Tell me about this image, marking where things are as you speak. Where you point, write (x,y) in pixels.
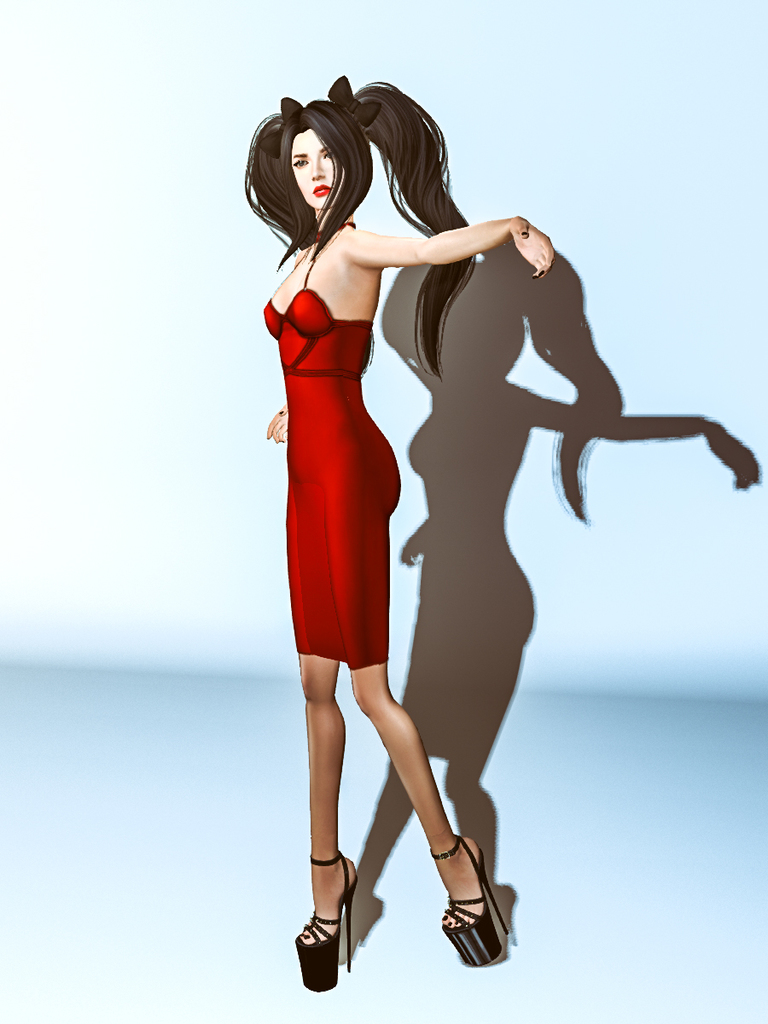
There is a cartoon picture (292,570) of a woman (292,570) in the middle of this image (388,461).
